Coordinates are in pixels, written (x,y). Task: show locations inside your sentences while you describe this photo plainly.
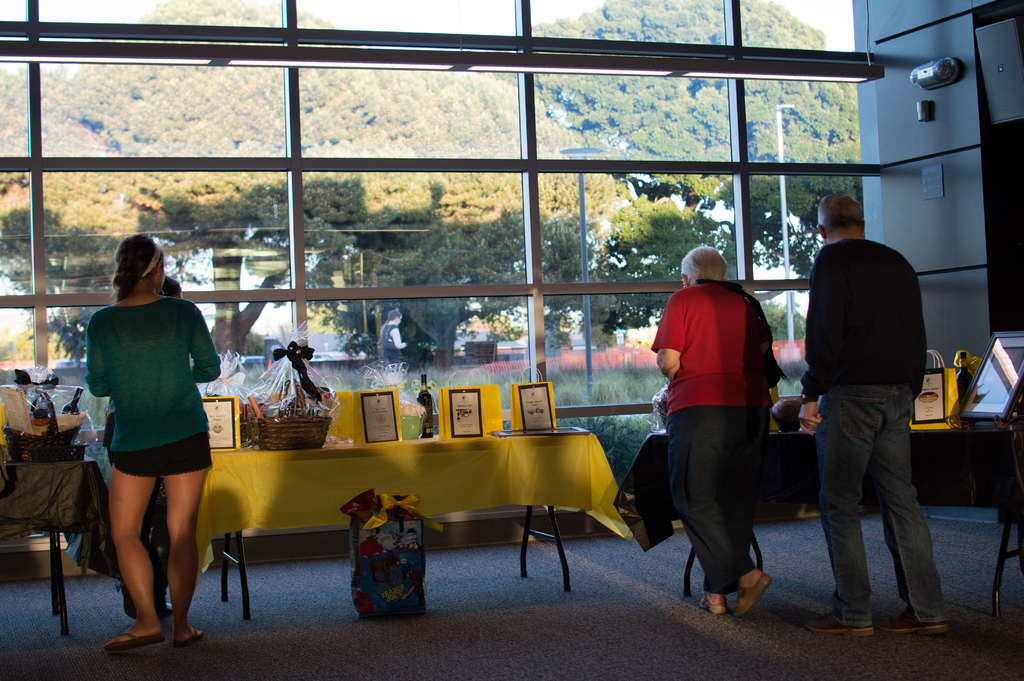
In the left bottom of the image (122,644), two womens (133,240) are standing. In the right bottom of the image (756,593) two persons (731,301) are standing. In front of that, there is a table (500,451) on which yellow colored cloth (410,473) is covered and basket (303,438) and frames (528,416) are kept on that. In the top of the image (359,1), sky (96,18) is visible and trees (744,28) are visible. In the background (431,73), there is a glass window (466,348). In the background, houses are there. This image is taken inside the house (591,558).
